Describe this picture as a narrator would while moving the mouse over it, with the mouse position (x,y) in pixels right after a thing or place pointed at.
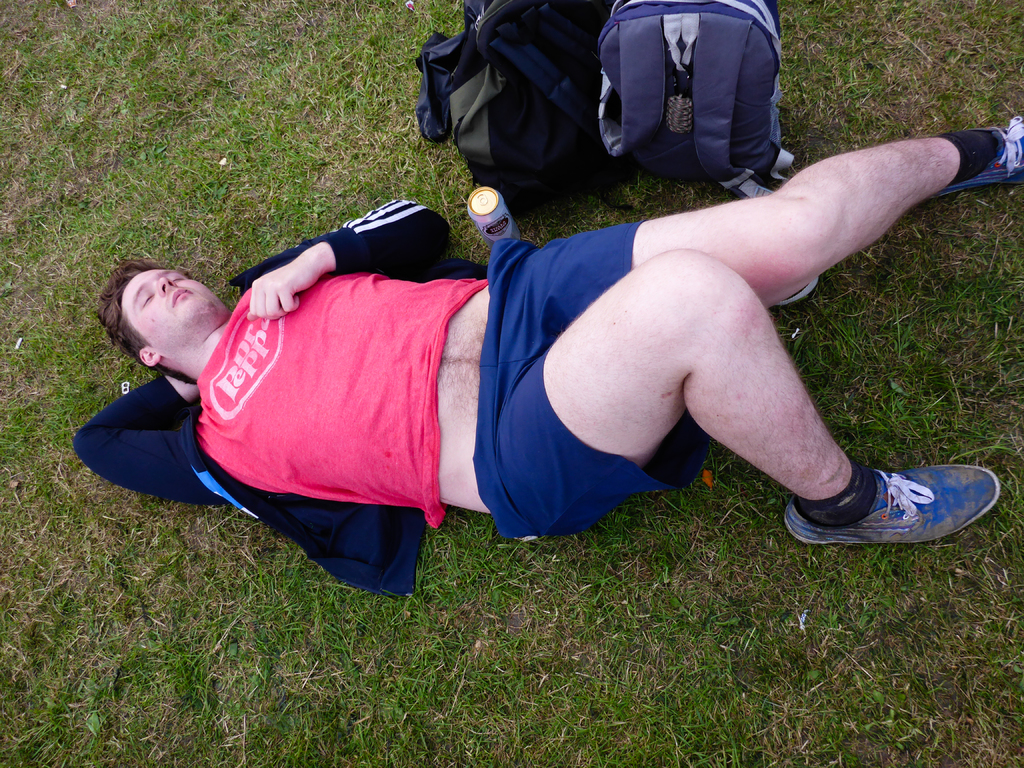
In this image there is a person (336,366) lying on the grass (71,714), beside the person (337,341) there is a can (472,197) and two bags (512,161).
